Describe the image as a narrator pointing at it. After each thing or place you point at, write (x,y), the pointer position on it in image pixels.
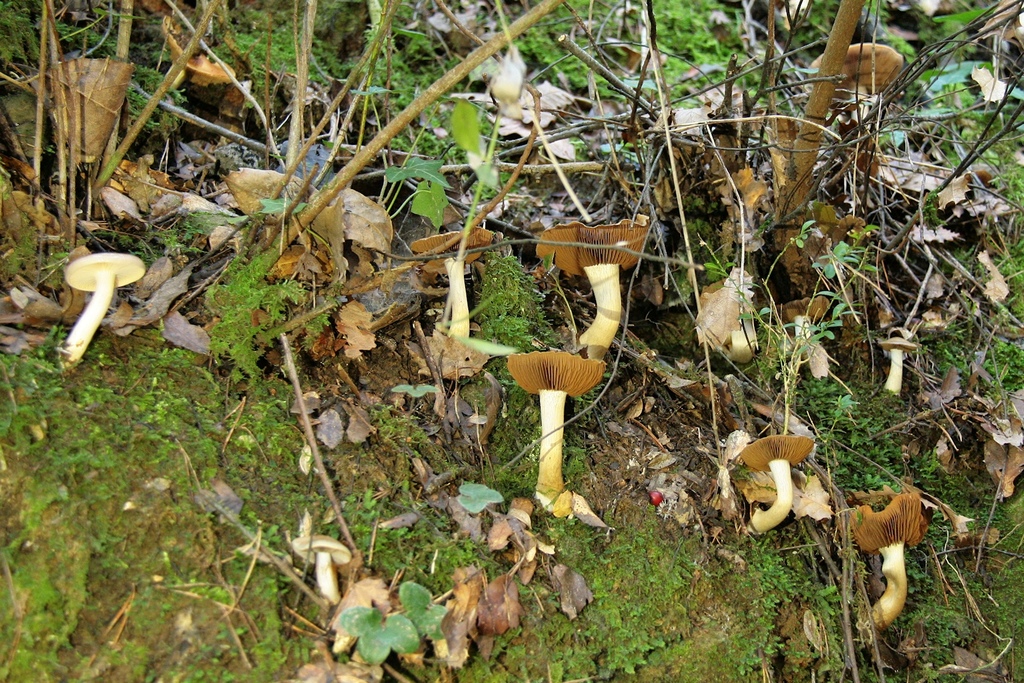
In this picture I can see mushrooms (894,340), leaves (272,200) and branches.
